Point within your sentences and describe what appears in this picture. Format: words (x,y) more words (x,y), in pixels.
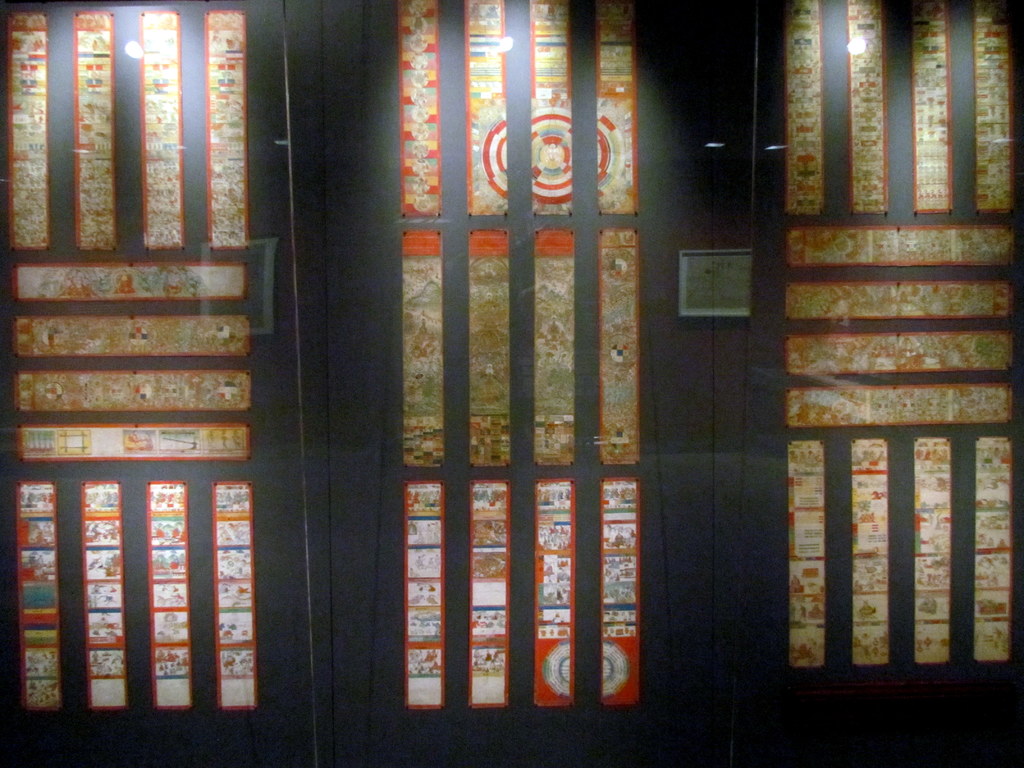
In the picture there are painted panels (574,273) in a glass case (456,286).
